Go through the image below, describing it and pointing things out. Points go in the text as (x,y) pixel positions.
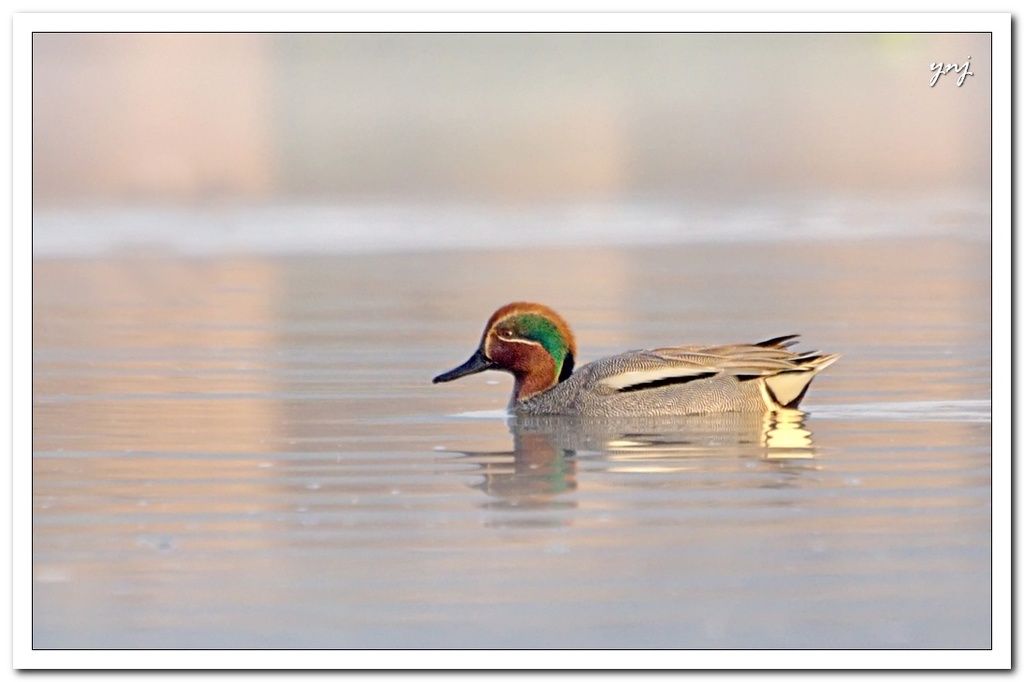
In the picture we can see a duck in the water (638,444), the duck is brown in color to its face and some green color and black color beak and to its body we can see some black color dots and lines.
